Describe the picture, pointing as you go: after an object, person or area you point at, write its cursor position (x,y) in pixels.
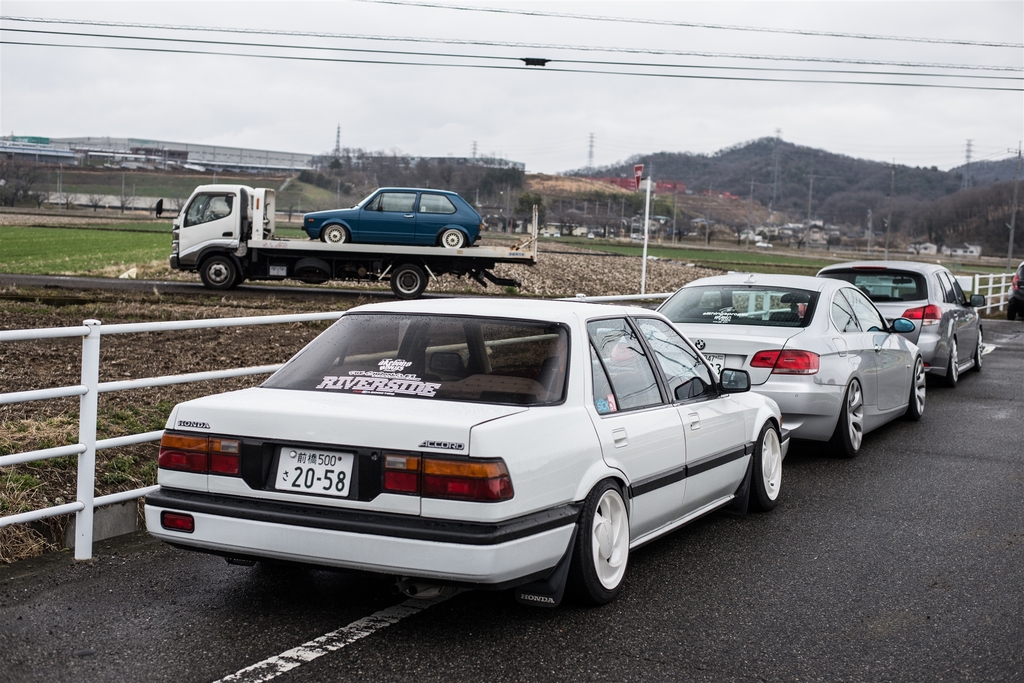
In the image there are few cars (758,328) on the road (520,663) beside a fence (44,397) and on the left side (331,263) there is a truck (224,242) going on road (386,292) carrying a car (408,237) and behind it there is grass land (109,246) with trees (757,191) all over the place and there is a hill (871,183) in the background (994,200) and above its sky (431,88).
